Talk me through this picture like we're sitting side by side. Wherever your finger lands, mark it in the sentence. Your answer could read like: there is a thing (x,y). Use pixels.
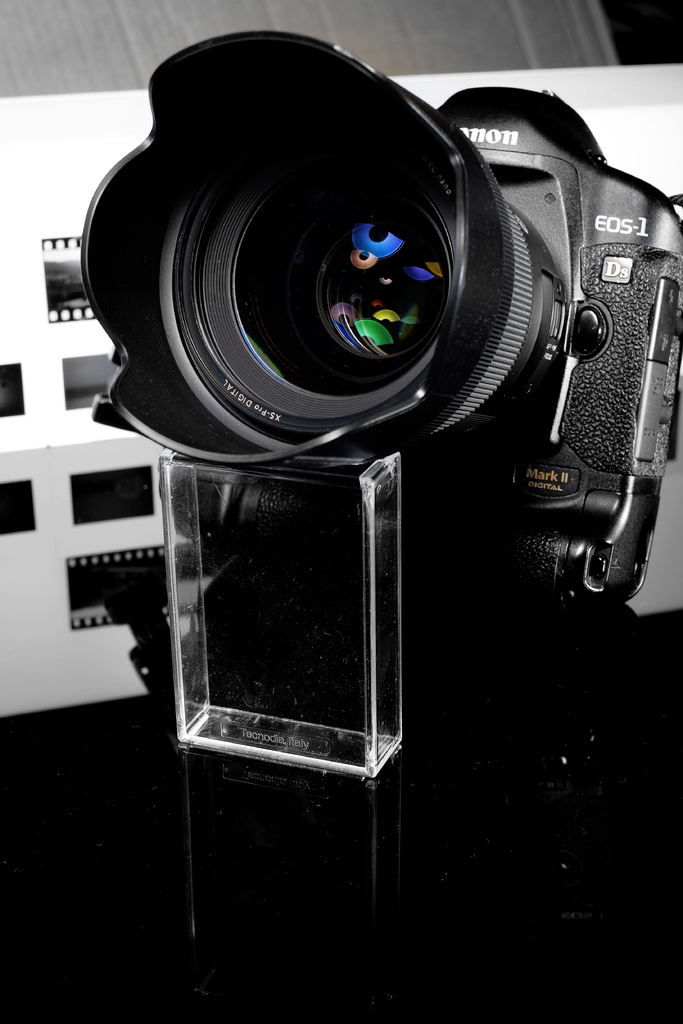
In this image in the center (443,569) there is one camera (239,363) and in the background (145,50) there is a wall (647,151), and on the wall (4,339) there are some reels (96,497).
